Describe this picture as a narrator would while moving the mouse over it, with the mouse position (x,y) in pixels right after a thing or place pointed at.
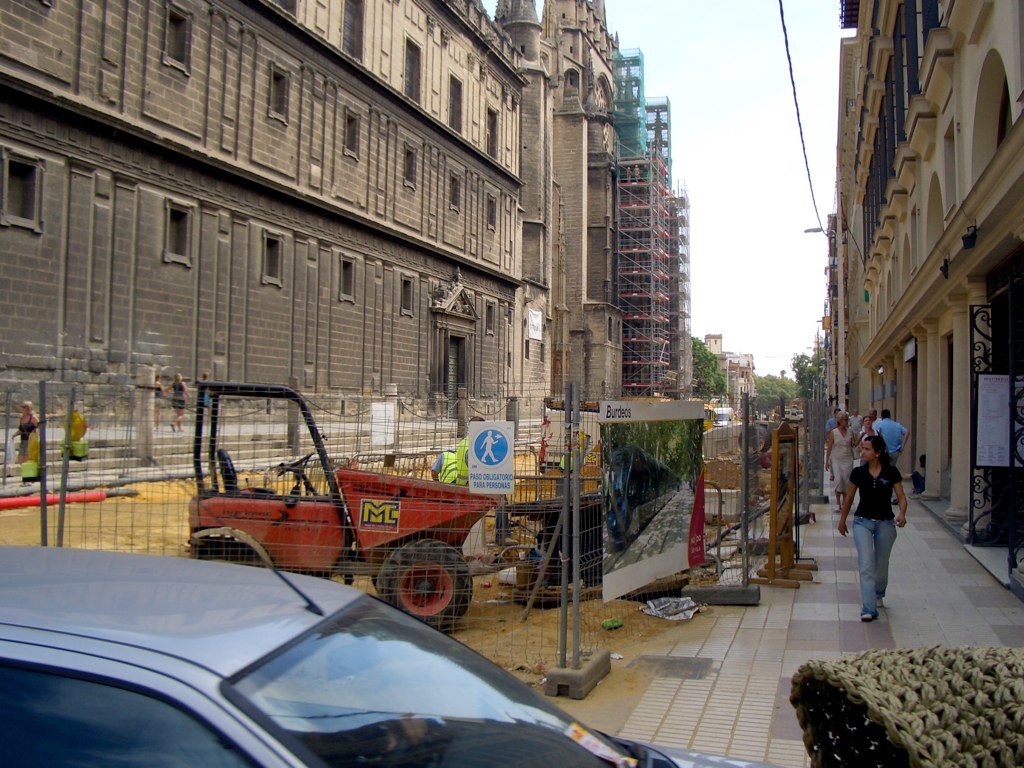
In this image we can see buildings (562,178) under construction, buildings (968,315), persons (865,416) walking on the road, motor vehicles (408,526), advertisement boards (626,502), sign boards (496,454), trees (775,391), cables (797,108), fences (104,444) and sky (722,86).
